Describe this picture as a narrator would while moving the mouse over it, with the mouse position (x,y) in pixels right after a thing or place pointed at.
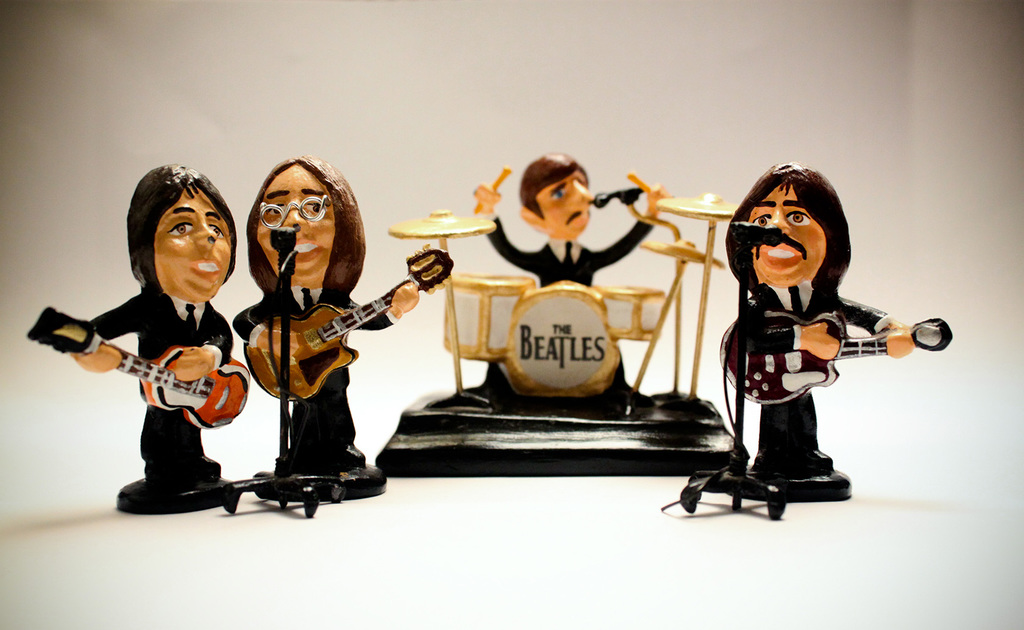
In this image we can see four dolls (539,265) standing. Three dolls (203,319) are holding a guitar (803,382) in their hand (813,343). Two microphone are placed on stands (288,392). One doll (341,267) is wearing spectacles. In the background (714,262), we can see drums (553,308).
